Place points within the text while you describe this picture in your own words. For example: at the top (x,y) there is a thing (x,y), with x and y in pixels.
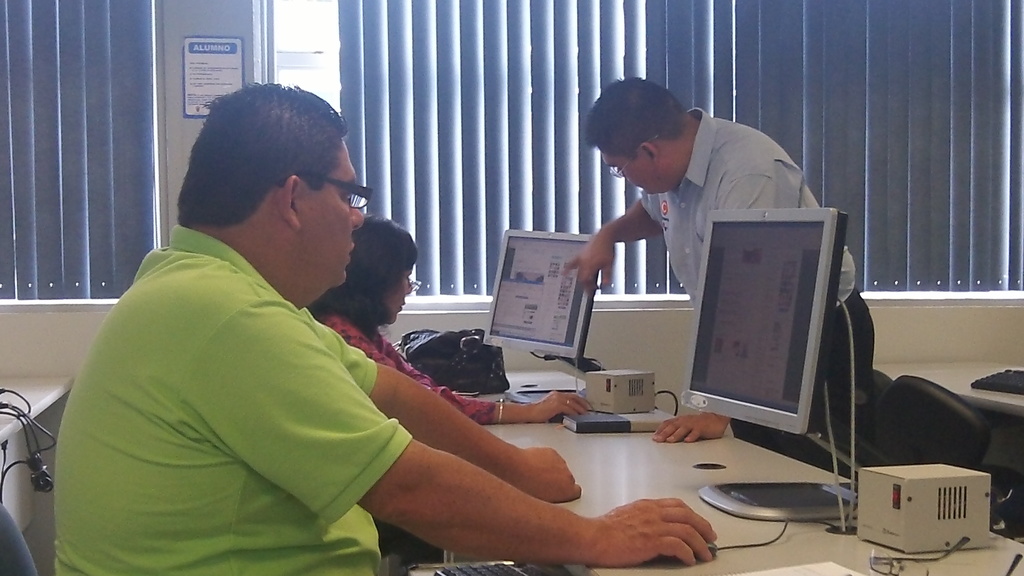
In this image we can see two people (283,416) sitting on the chairs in a room (605,346) and in front of them there is a table (842,550) with two computers (743,423) and there are some other things (573,420) on the table (640,450). We can see a person (675,160) standing near the table (772,478) and we can see some other objects (1014,393) in the room (823,454) and in the background (880,108), we can see the windows (74,265) with curtains (136,261) and we can see a poster (212,94) with some text (197,106).
